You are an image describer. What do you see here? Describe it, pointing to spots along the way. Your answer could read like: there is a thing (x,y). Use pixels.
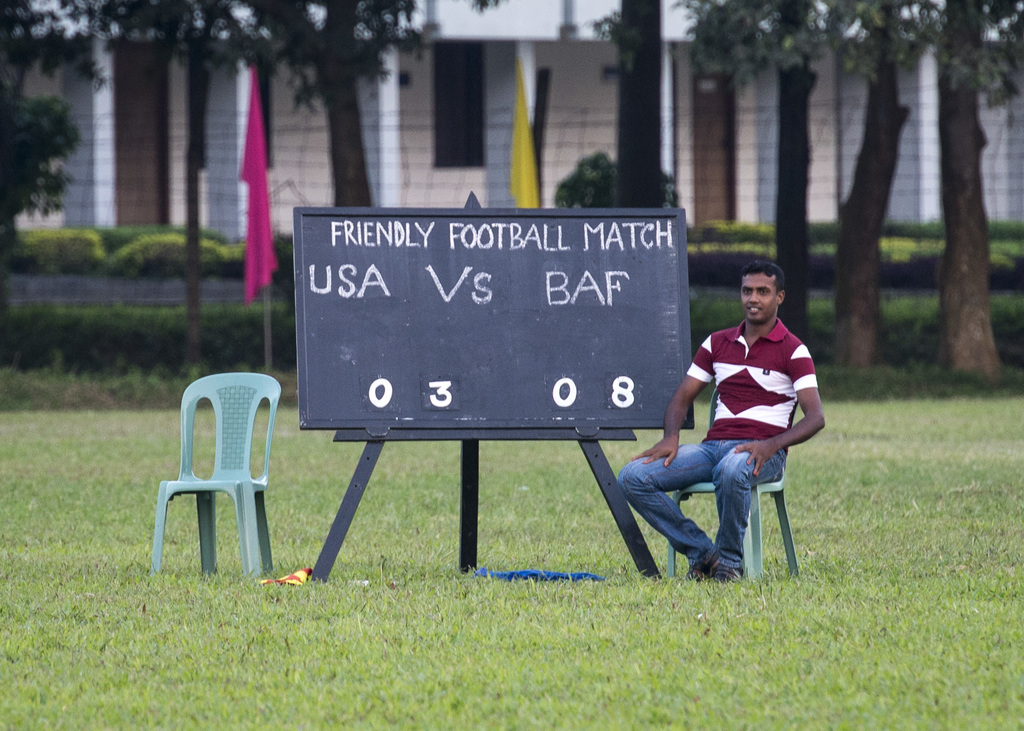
In this picture there is a man (746,463) sitting on the chair (751,502). There is a blackboard (416,281) and chair (232,398). There is a building (387,124), flags (254,223) and trees (21,164). There is some grass (371,665) on the ground (376,671).
